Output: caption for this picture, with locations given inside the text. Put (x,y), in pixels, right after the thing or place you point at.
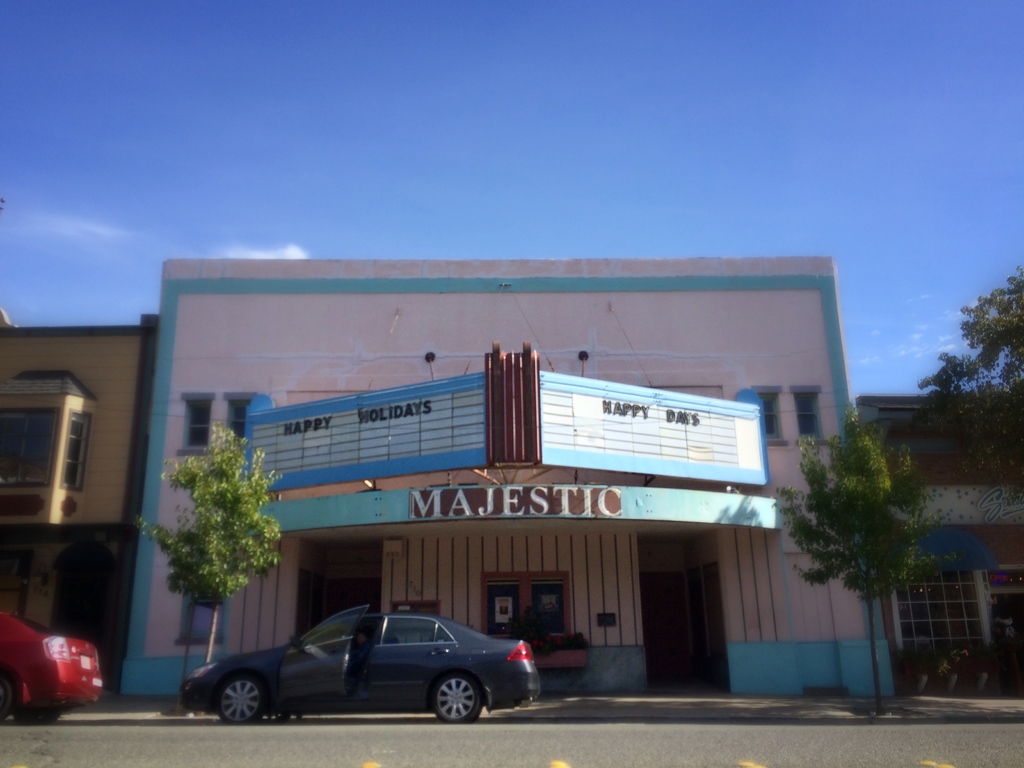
In this image there are buildings (340,382) and trees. At the bottom (314,683) there are cars (403,702) on the road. In the background (537,163) there is sky (445,202).
